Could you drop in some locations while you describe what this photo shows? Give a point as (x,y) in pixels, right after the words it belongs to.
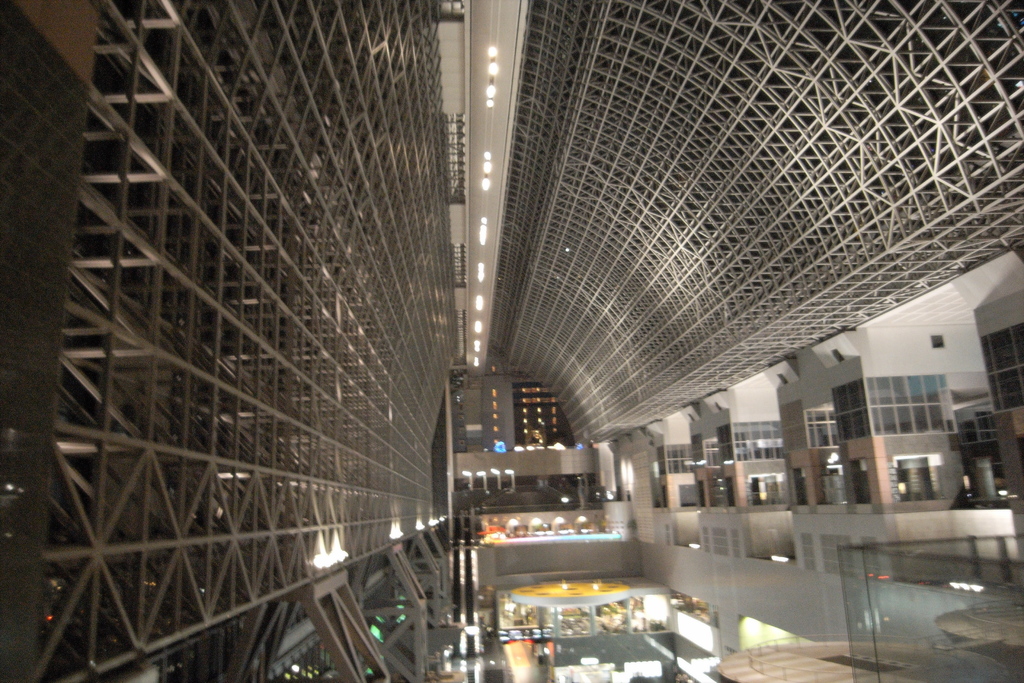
In the foreground of this image (324,528), it seems like this image is in a shelter (715,584) where we can see the walls (972,337), floor (522,665), few objects (593,673), a board (564,646), a railing (891,625) in the right bottom corner (1002,661) and lights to the ceiling (508,170).
